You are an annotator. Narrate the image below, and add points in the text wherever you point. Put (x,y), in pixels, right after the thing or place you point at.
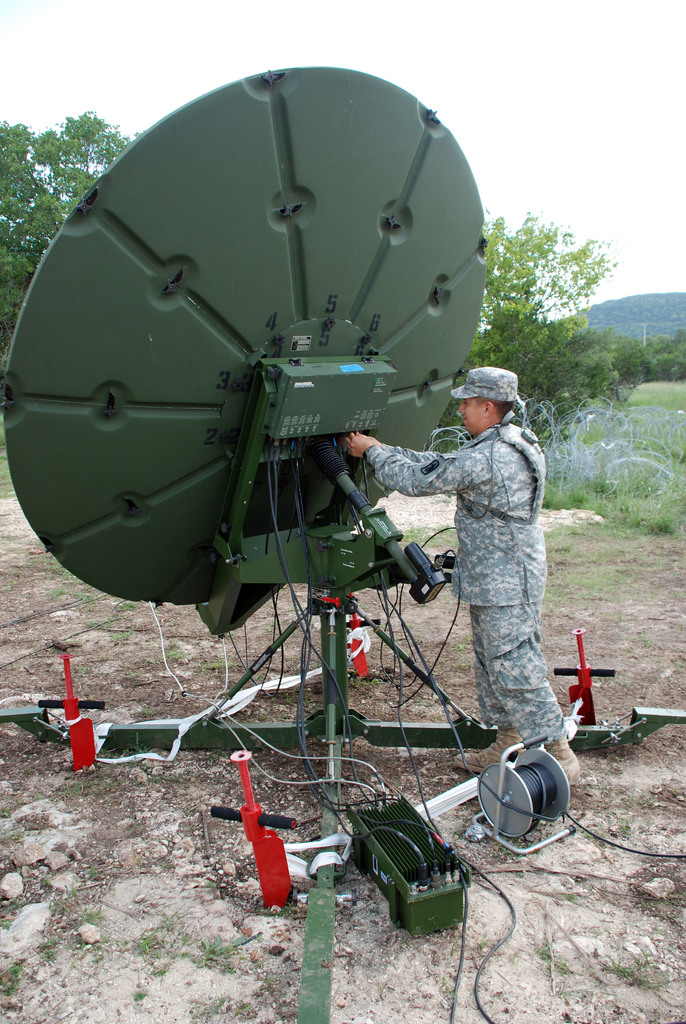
In this image I can see the person (515,472) standing and wearing the military uniform (494,582). To the side I can see the green color object (169,393) and many wires (485,962). In the background (55,112) there are many trees (558,357), mountains (610,312) and the white sky (510,45).
